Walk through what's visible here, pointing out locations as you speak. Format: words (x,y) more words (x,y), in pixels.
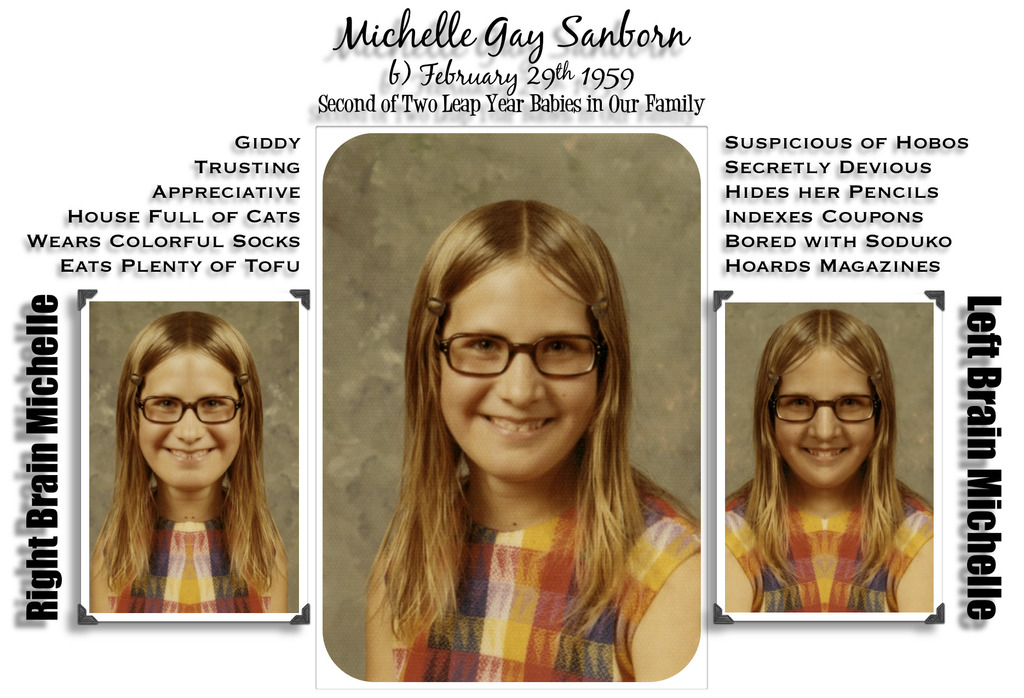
In this image we can see pictures (368,372) of a woman (260,441) and there are texts (509,72) written on the image.
